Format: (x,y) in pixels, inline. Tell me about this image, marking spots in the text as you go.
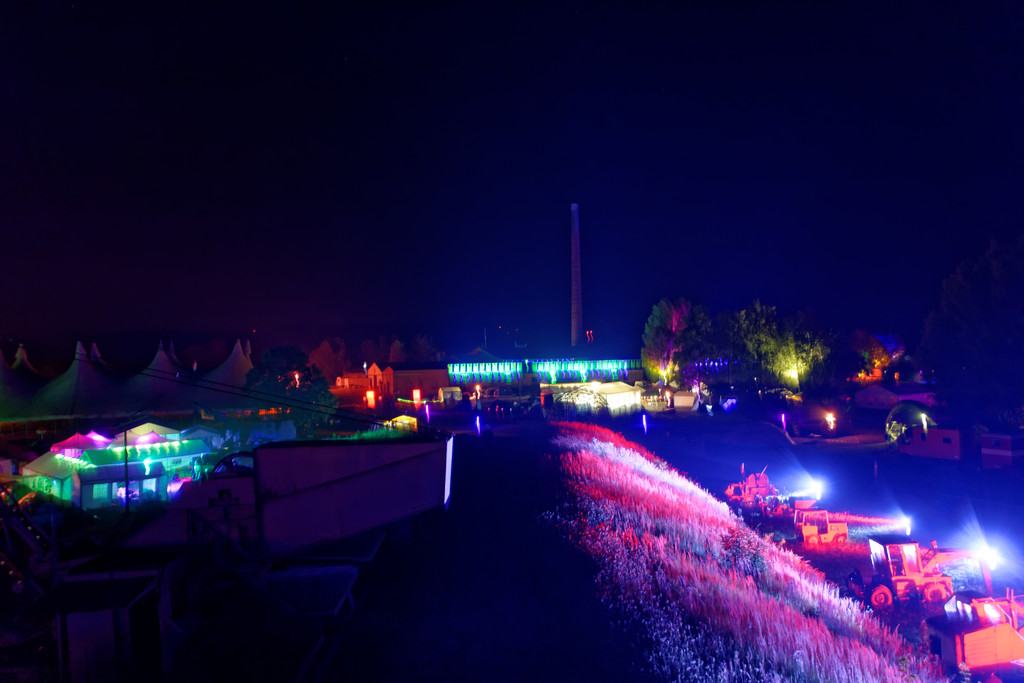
In this image we can see a slope (788,665), on right side of the image (747,487) we can see vehicle (827,521), truck (939,627) and jcb (875,603) and on left side of the image (160,480) there are some houses (144,493) and in the background of the image (673,374) there are some trees (654,370) and different colors of lights (812,487).
